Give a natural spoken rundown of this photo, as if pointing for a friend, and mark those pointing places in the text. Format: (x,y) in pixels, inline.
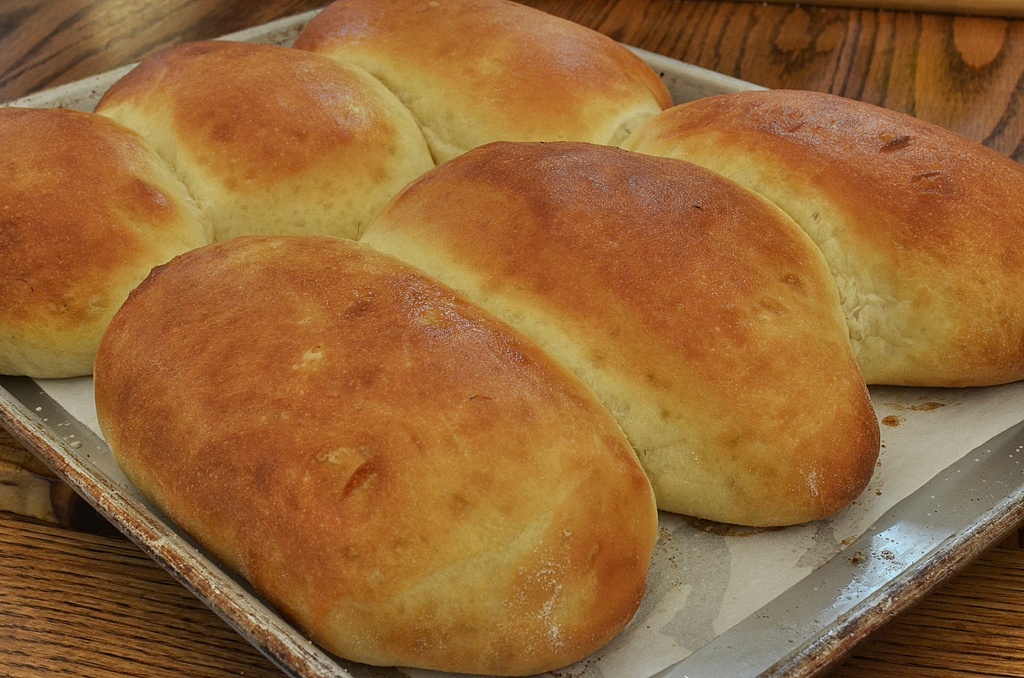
In this image there is a table (963,662) with a tray (828,581) on it and on the tray (279,649) there are a few buns (616,323).
